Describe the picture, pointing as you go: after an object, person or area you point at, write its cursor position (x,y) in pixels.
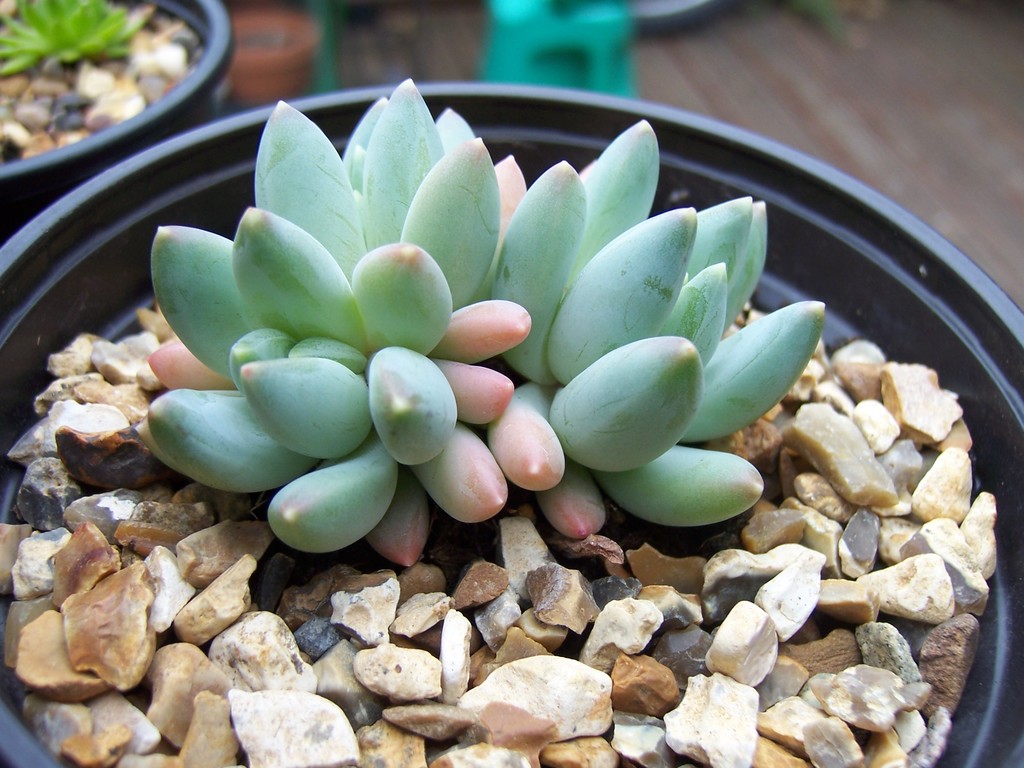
In this image, we can see plant pots (90,139) contains some stones (100,126). In the background (100,112), image is blurred.
